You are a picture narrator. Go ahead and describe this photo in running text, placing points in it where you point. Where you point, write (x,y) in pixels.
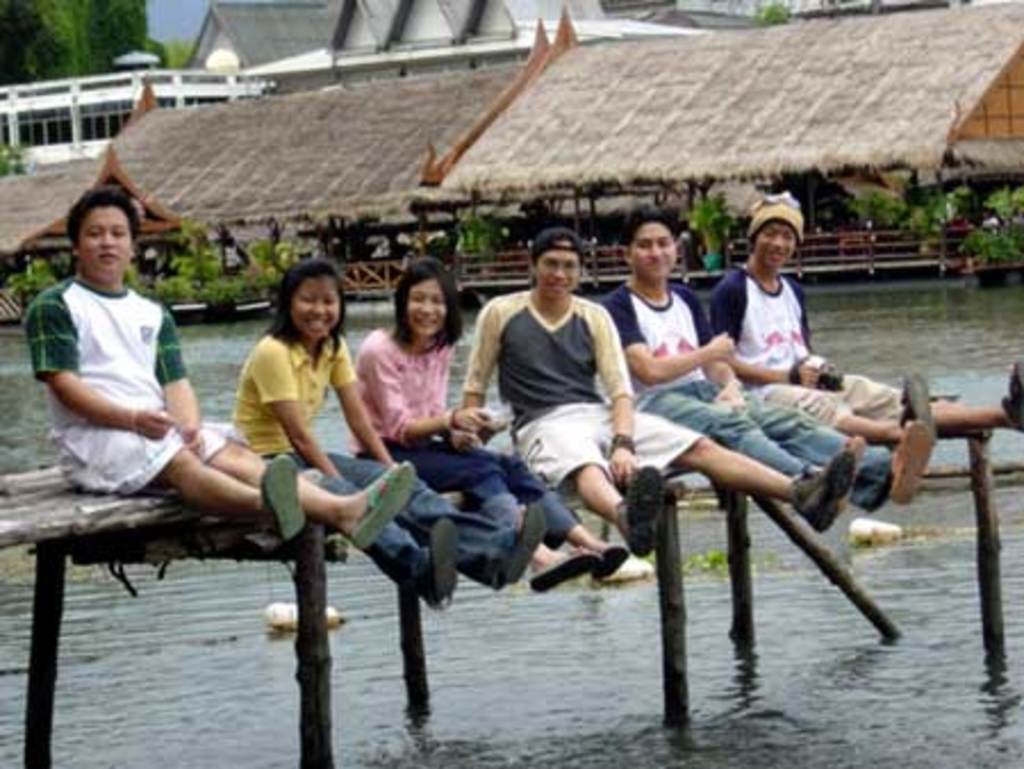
At the bottom of the image (642,649) there is water (530,679). In the water (238,679) there are wooden poles (60,542). On the poles (60,542) there are wooden logs (34,505) with few people (83,460) sitting on it. Behind them there is a railing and also there are few trees (88,46). In the background (223,169) there are huts (495,124) with roofs (488,116). At the top of the image (585,31) there are buildings (247,45) with roofs (469,43).
